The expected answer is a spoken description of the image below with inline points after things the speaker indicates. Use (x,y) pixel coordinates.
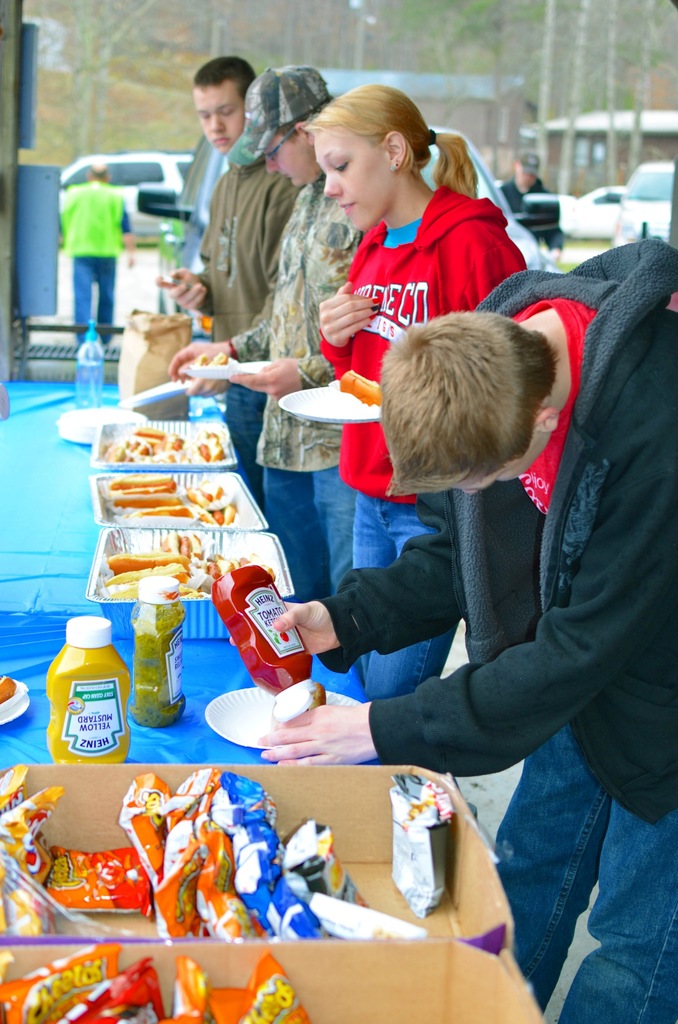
In this image there is a table (33,470), on that table (9,519) there are food items (148,436) in trays (168,430), in front of the table (217,645) there are people (267,270) standing, in the background (158,201) there are cars (167,201) and it is blurred.
